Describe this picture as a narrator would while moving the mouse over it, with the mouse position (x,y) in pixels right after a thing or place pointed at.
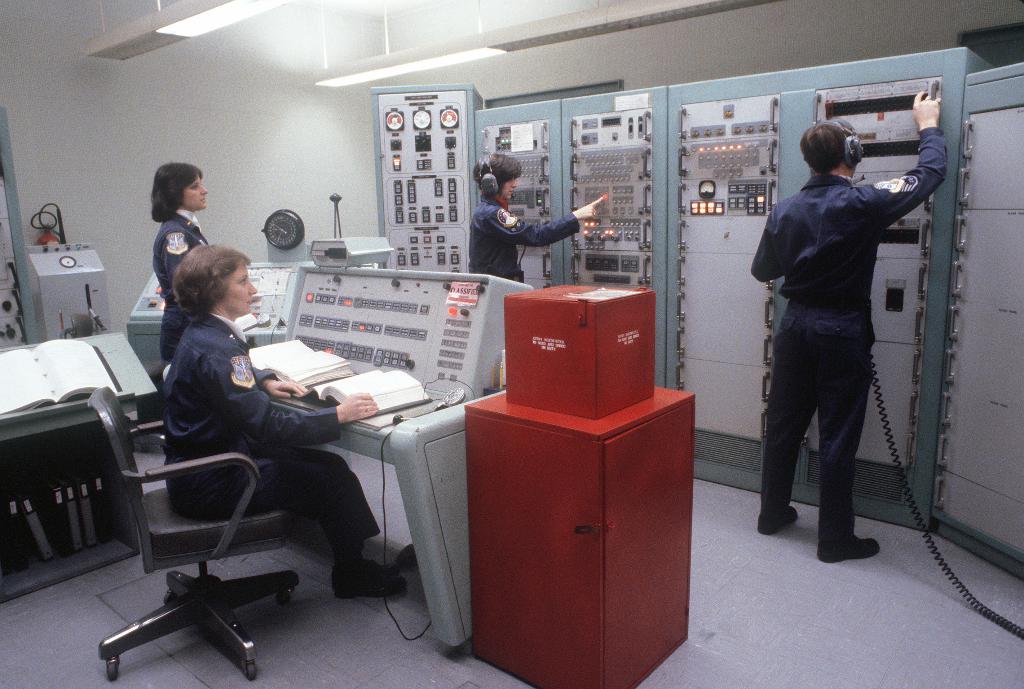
There are four persons (791,508) in a operating room (309,157). All of them are wearing blue uniform (777,491). Three of them are standing, one of them is sitting in a chair (276,518). These two people (490,183) are working on a machine (748,411) wearing a headsets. There are group of files (79,542) and there are three books (379,406) are open. There are two lights (194,21) in a room (267,108).
